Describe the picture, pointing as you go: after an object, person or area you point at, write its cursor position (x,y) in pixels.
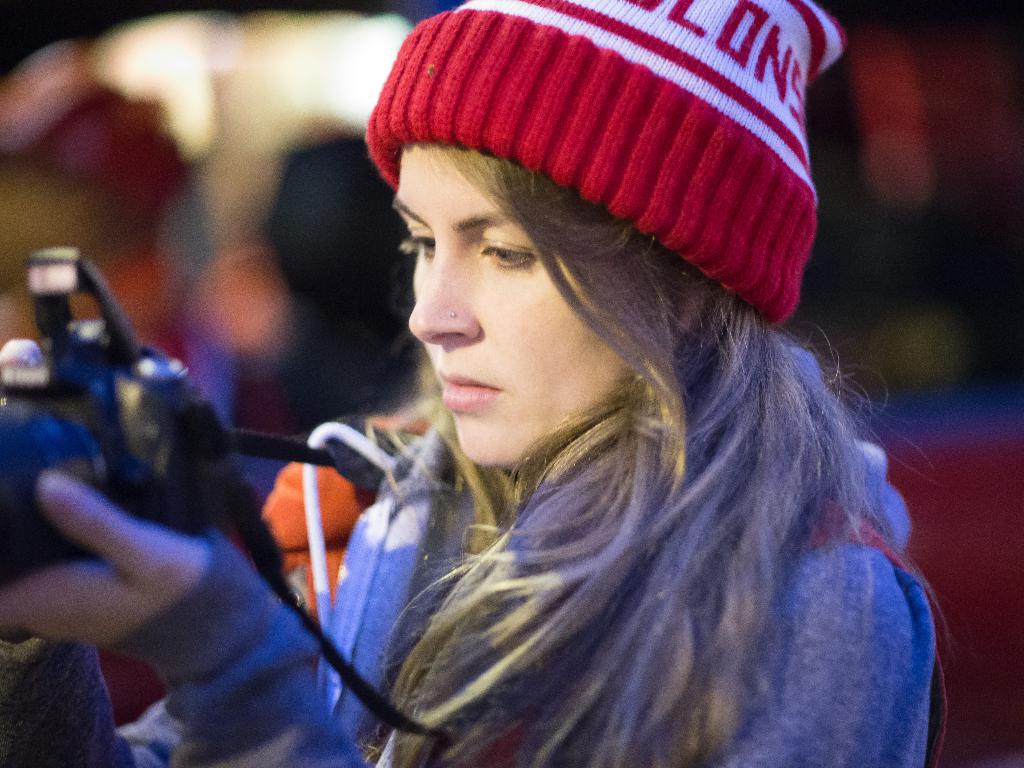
In this picture we can see a woman (433,453) holding camera (174,451).
